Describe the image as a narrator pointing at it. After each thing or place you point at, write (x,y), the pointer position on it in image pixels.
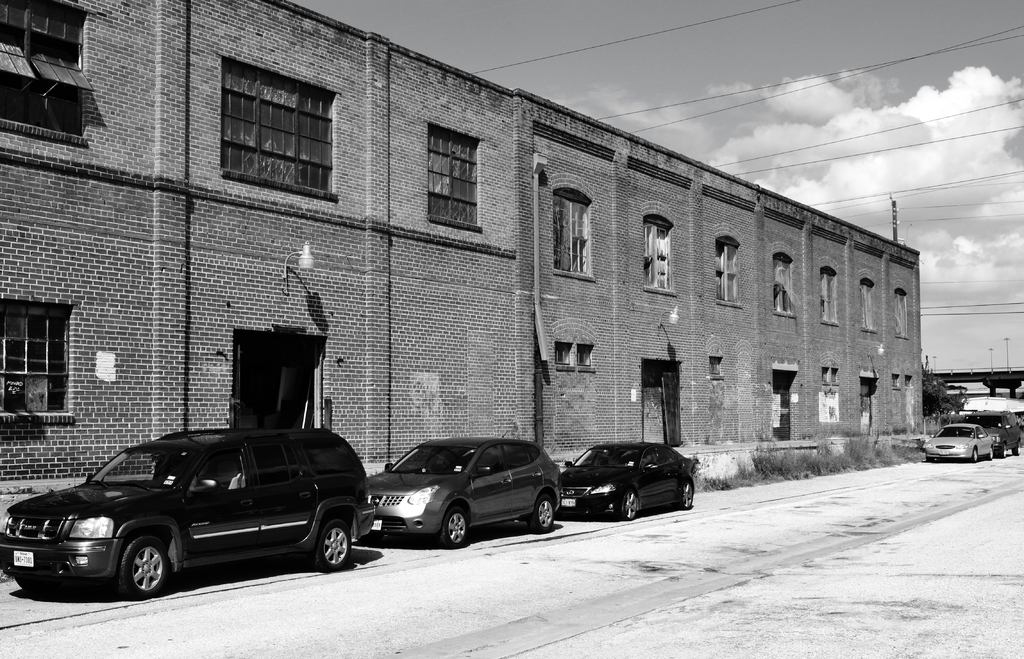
This is a black and white picture. In this picture, we see cars (437,508) which are parked on the road (877,501). Beside that, we see grass (859,462). Beside that, we see buildings (405,218) which are made up of bricks (343,321). It has doors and windows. On the right side (981,374), we see a bridge (980,372) and poles (934,365). Behind the buildings (900,256), we see an electric pole (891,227) and wires (788,151). At the top of the picture (725,117), we see the sky (850,120) and the clouds (848,105).
